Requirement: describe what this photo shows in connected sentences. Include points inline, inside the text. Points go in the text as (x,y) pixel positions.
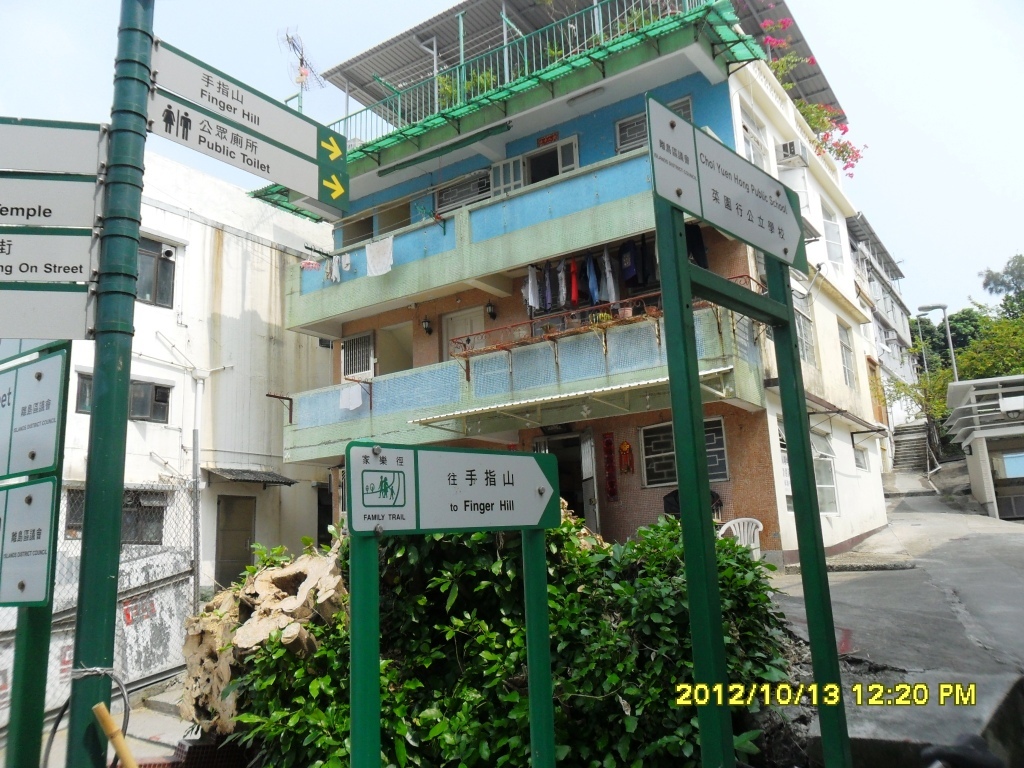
In the left side (250,90) there are sign boards (53,128) on the poles (110,183). In the middle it is a plant (564,644) and in the right side (773,376) it is a building (710,411).
